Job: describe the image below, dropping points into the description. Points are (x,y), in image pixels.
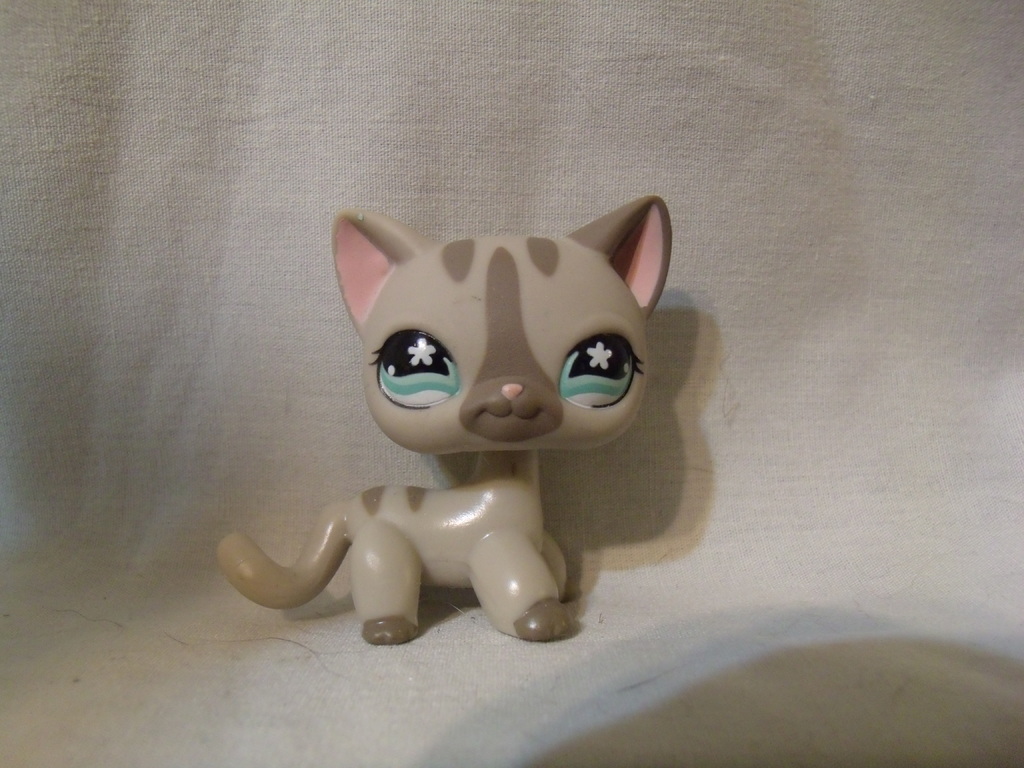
In the center of this picture (632,368) we can see a toy of a cat (501,601). In the background (825,540) we can see a white color object (160,286).
